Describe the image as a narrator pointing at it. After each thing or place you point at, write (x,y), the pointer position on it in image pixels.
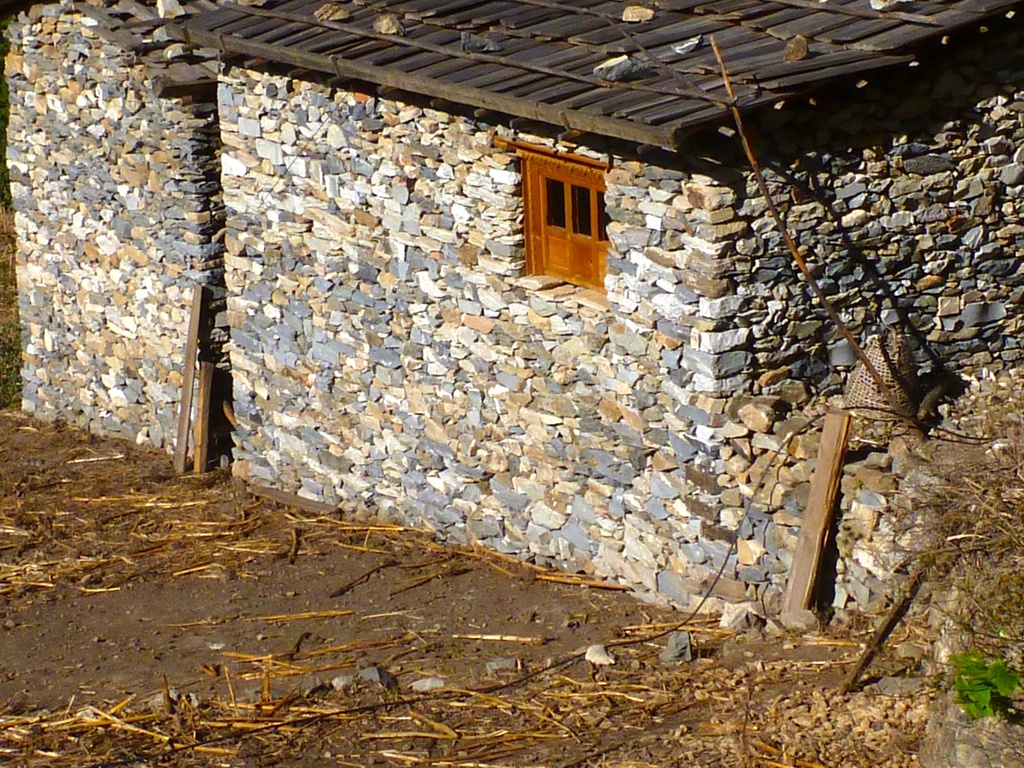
In this picture there is a house (340,327) which is made of few rocks (365,281) and there is a wooden window (565,225) in between it and there are few rocks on the roof (618,28) and there are some other objects (961,492) in the right corner (982,508).
